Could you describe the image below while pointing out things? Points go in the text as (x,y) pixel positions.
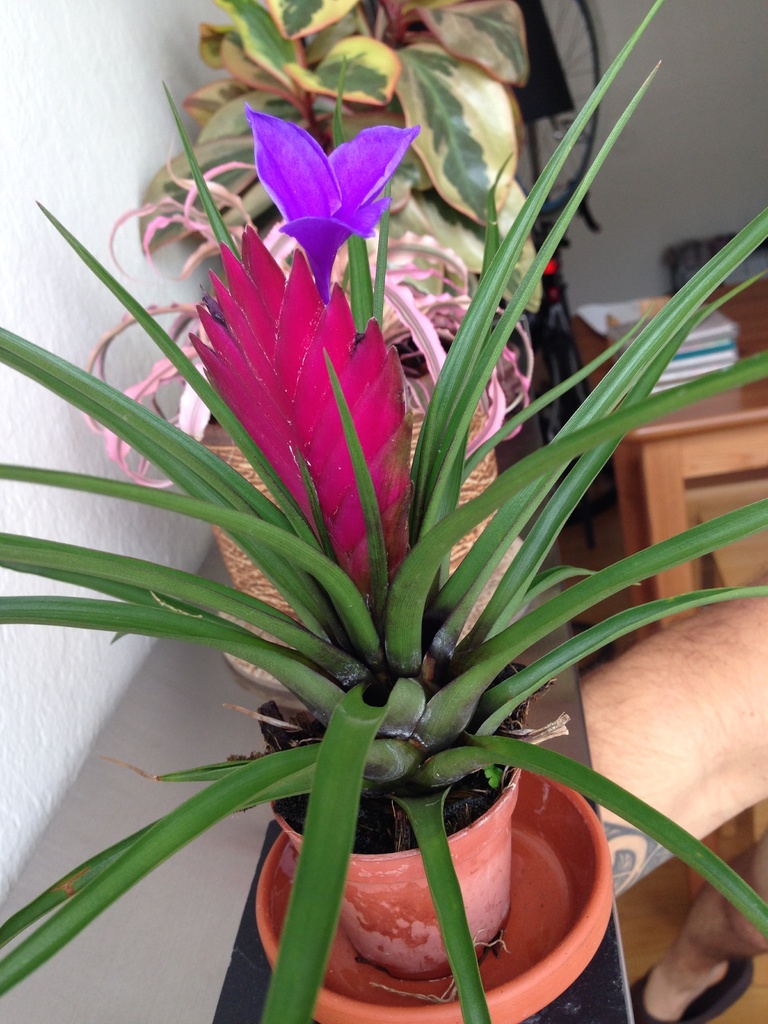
In this image there are flower pots (335,367) on the desk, books (693,354) on the table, a wheel (558,209) on the stand (548,308), a person (669,788) and the wall (694,214).
